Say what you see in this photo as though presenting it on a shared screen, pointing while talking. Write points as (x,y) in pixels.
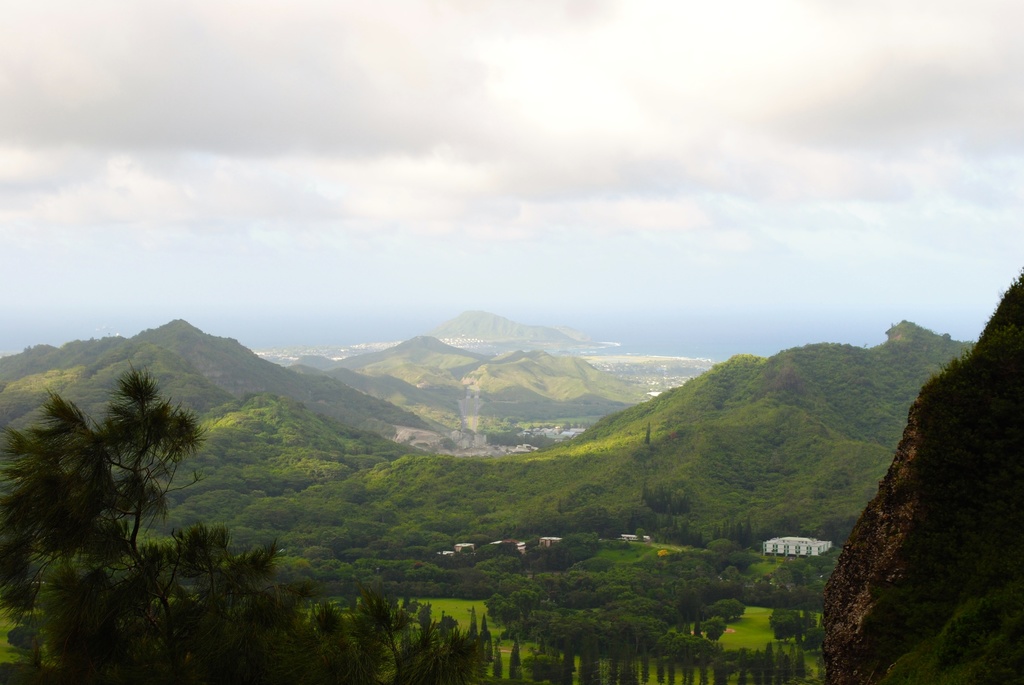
In this picture I can see the hills (551,370), number of trees (603,446) and few buildings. In the background (402,162) I can see the sky (745,135) which is a bit cloudy.
